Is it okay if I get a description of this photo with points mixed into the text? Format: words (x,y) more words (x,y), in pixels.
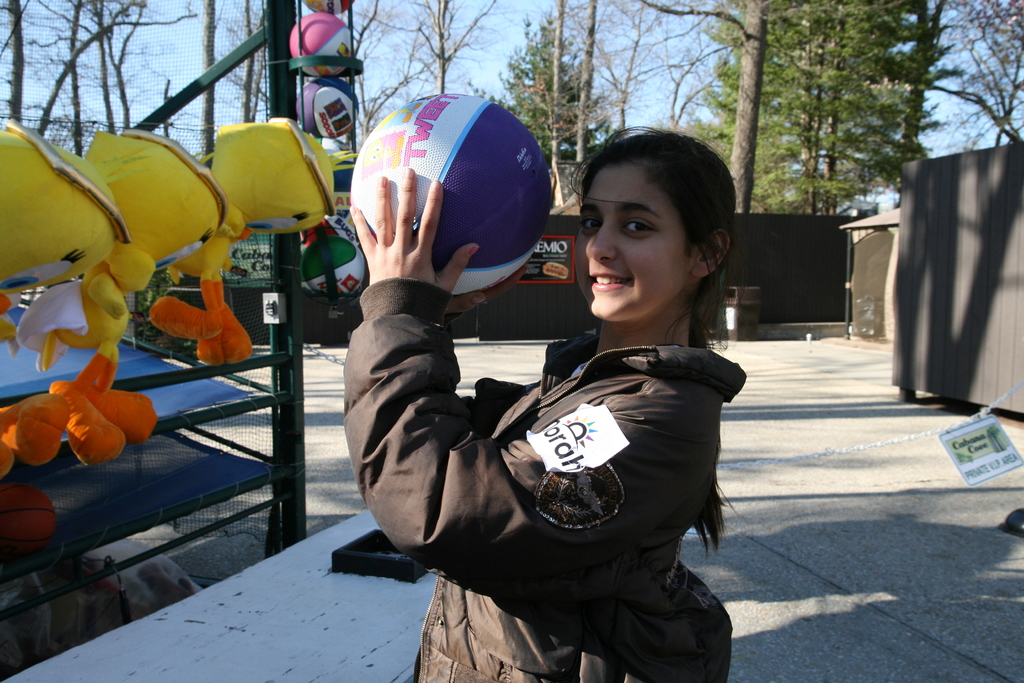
In the center of the image (419,258) there is a girl (600,519) standing and holding a ball (439,243) in her hand (389,236). On the left (80,391) there are soft toys (158,264). In the background (727,137) there are trees (840,171) and a sky (491,65).
